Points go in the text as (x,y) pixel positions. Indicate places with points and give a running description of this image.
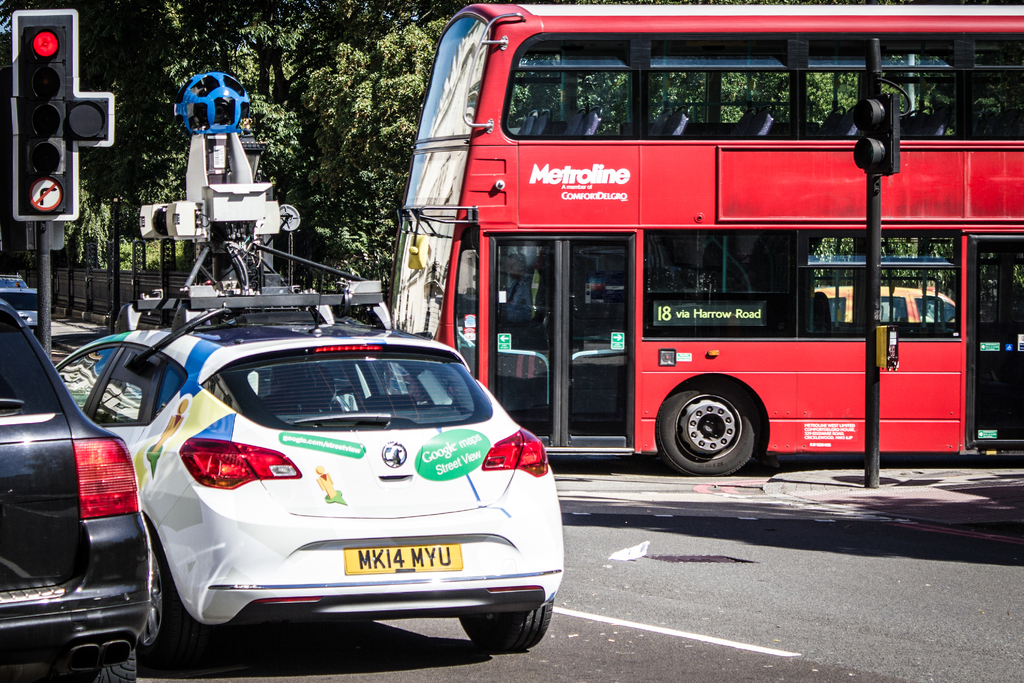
In the image there are few cars (205,423) going on road (679,593) and a bus (643,260) on the right side (688,452), there are traffic light poles (52,143) on either side of the road (484,660), in the background (402,130) there are trees (213,35).
